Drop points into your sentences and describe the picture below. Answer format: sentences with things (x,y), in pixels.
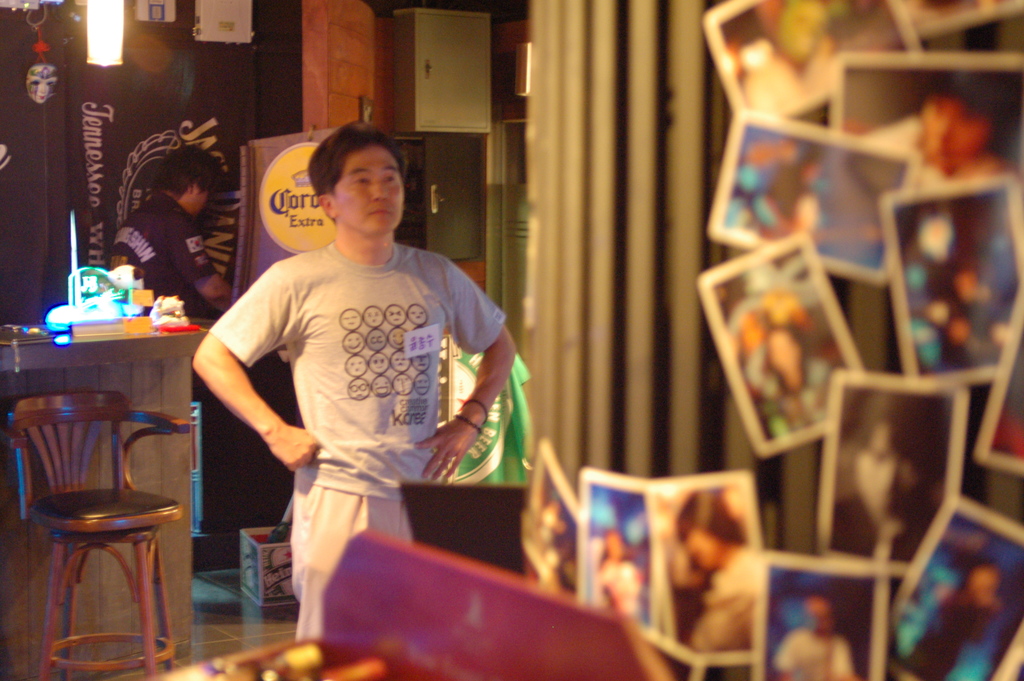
Here we can see a person (353,314) standing and behind him we can see a table (87,381) with something on it and a chair (85,395) present and in front of him we can see pillar (534,384) having photographs (834,193) on it and behind him we can see another person (175,228) and banners (275,208) present.
